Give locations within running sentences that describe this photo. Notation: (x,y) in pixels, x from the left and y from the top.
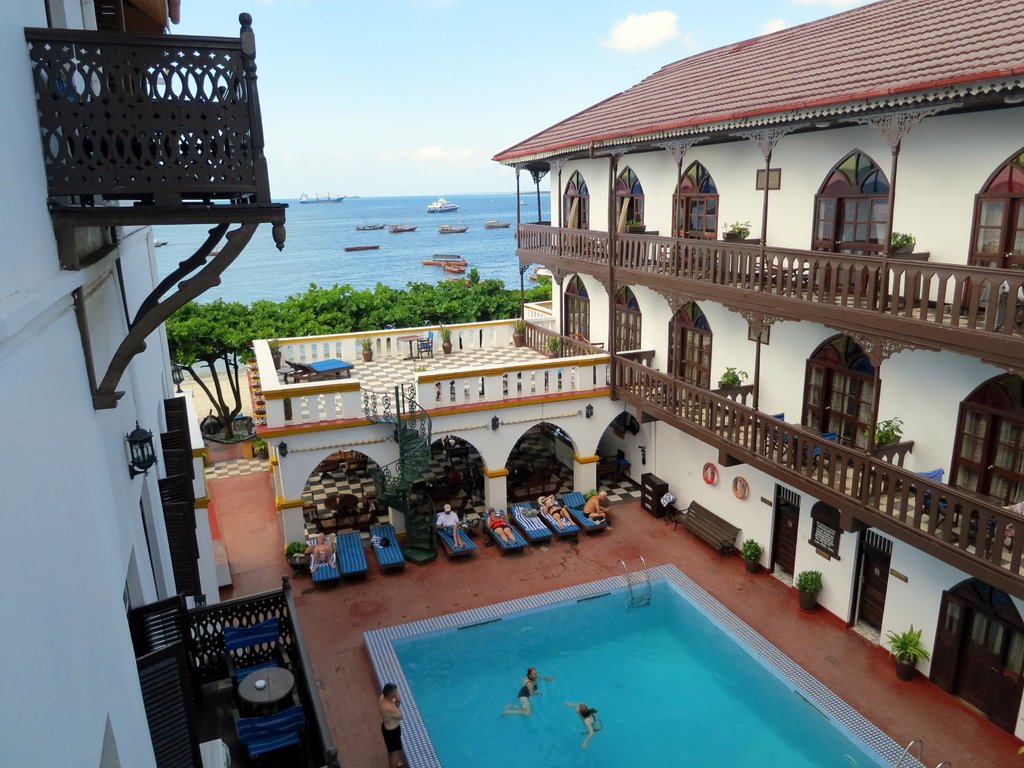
In this image we can see two persons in the swimming pool (577,675). There are buildings (475,396) with railings (547,312), windows (856,408) and arches (381,462). Also there are pots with plants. And there are doors (978,651). Also there is a bench (713,523). And there is a cupboard (641,492). And there are benches (349,552). On that there are few people (449,509). In the background (380,308) there are trees (457,313). And there are boats (349,250) on the water (331,262). Also there is sky (442,97) with clouds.
